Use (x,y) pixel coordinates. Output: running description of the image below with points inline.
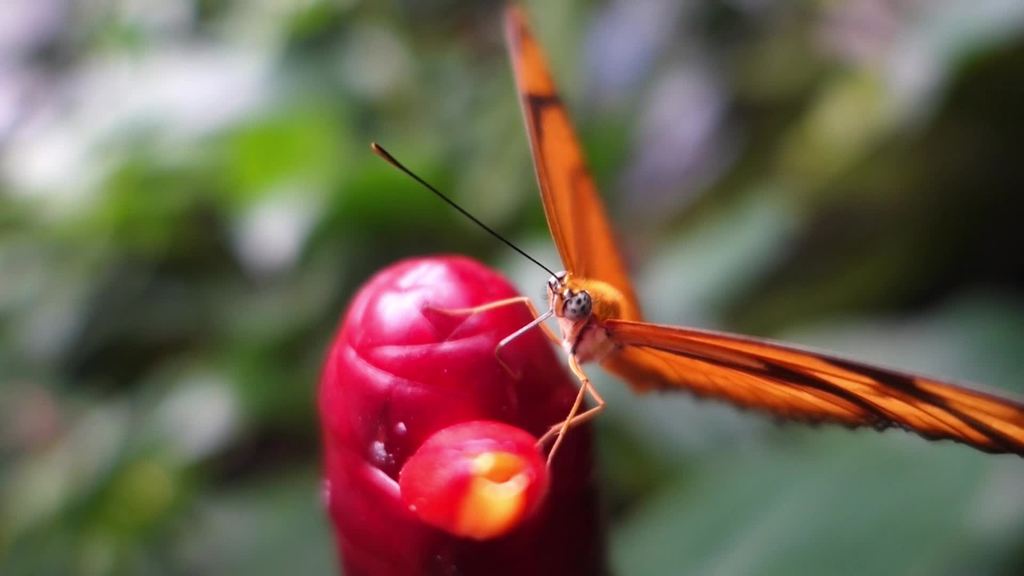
In this image there is a butterfly (580,316) on a bud (432,421). The background (234,65) is blurry.
